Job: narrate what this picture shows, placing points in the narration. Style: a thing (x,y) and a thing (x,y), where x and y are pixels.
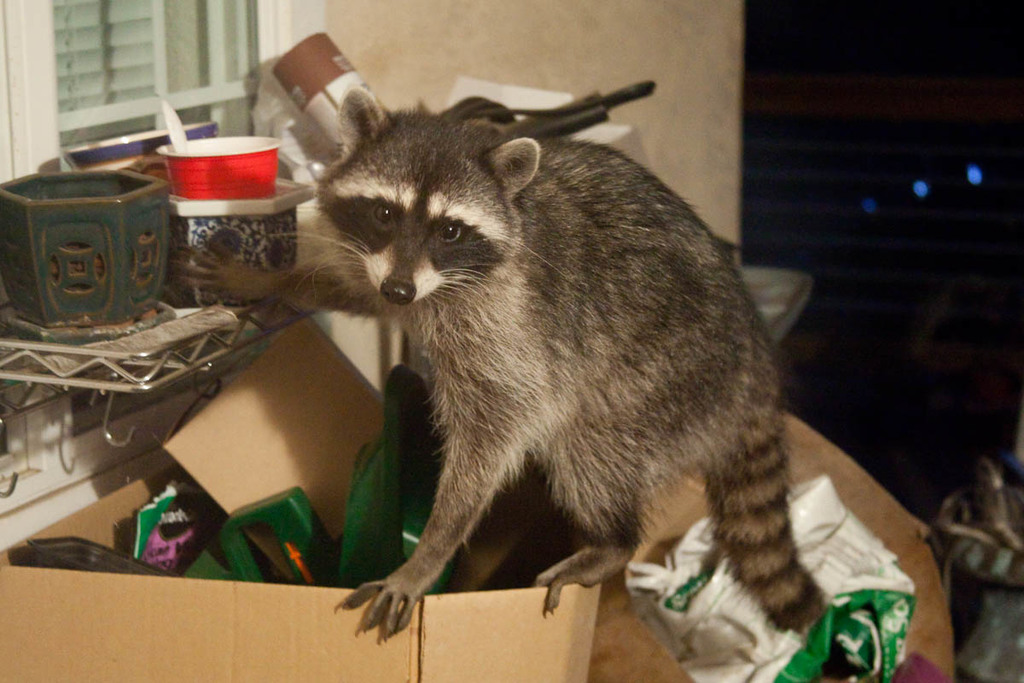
In this picture I can see an animal (659,397), cardboard box (123,614) and some other objects (277,328).
